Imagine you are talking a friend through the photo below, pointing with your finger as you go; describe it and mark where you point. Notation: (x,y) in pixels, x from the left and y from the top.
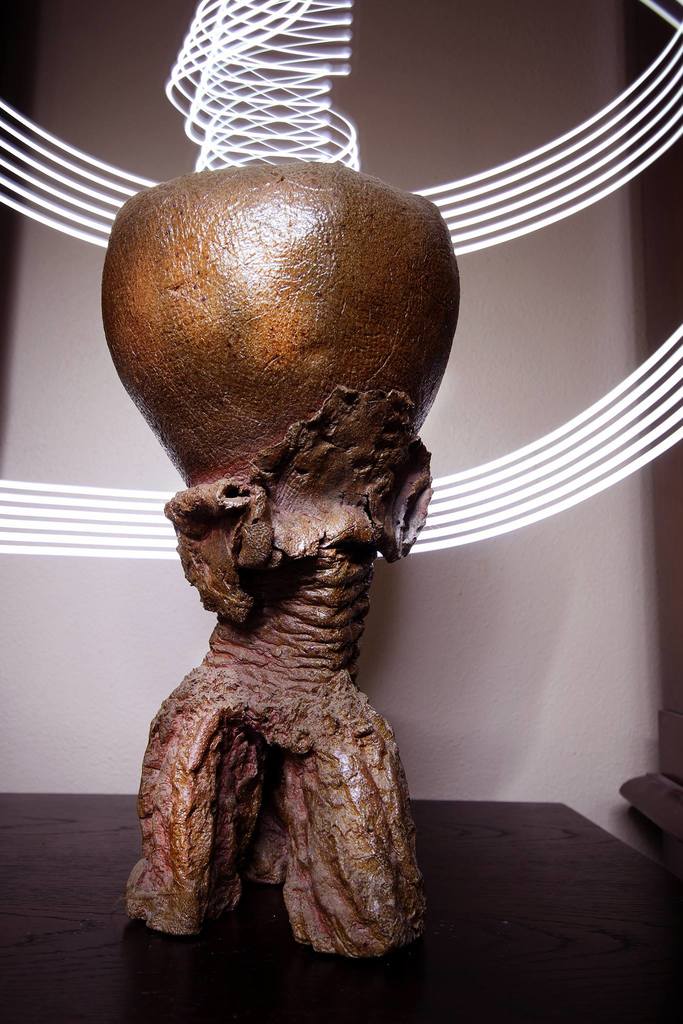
In this image we can see a carved object (278,495).
